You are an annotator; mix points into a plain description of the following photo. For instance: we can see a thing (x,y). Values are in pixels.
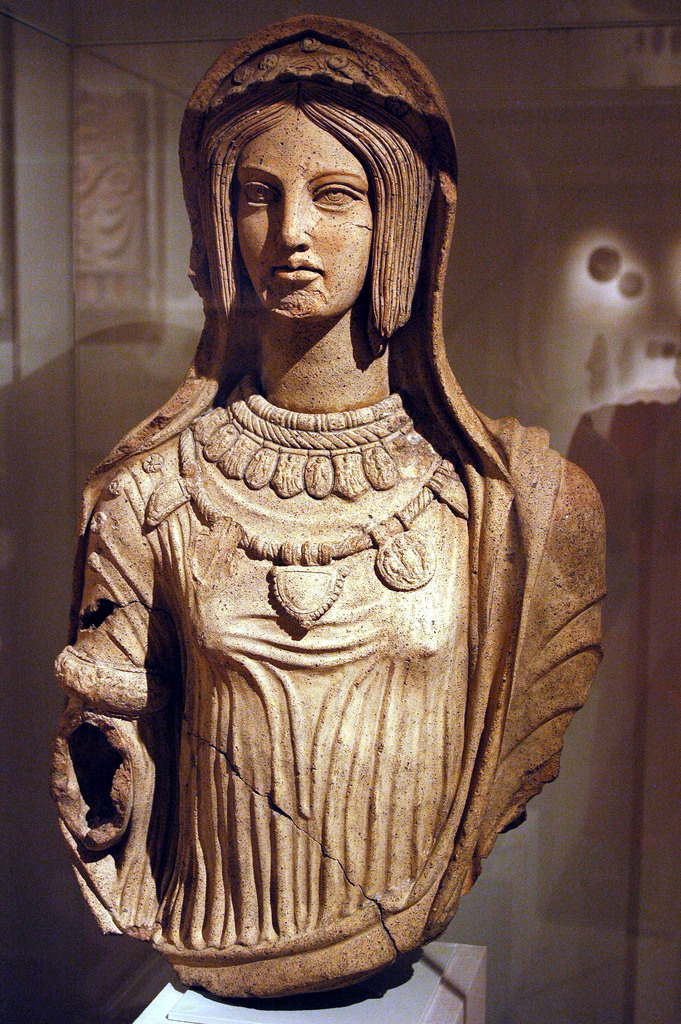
In this image I can see the statue (283,740) of the person (283,740) which is in brown color. In the background (153,337) I can see the glass (595,462).
